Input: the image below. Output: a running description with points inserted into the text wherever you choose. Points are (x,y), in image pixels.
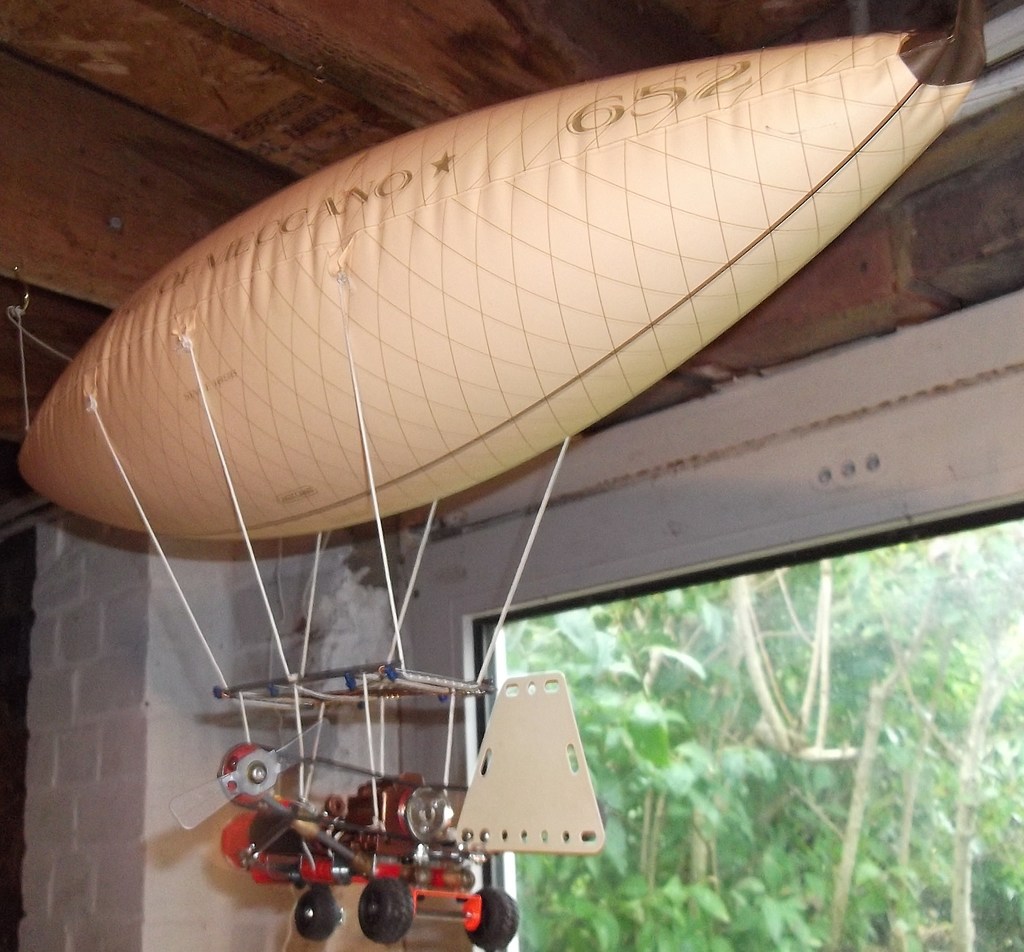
In this image I can see a cream coloured air balloon (300,358), a red colour toy (426,823) and in the background (720,660) I can see number of trees (712,812). Here I can see something is written.
